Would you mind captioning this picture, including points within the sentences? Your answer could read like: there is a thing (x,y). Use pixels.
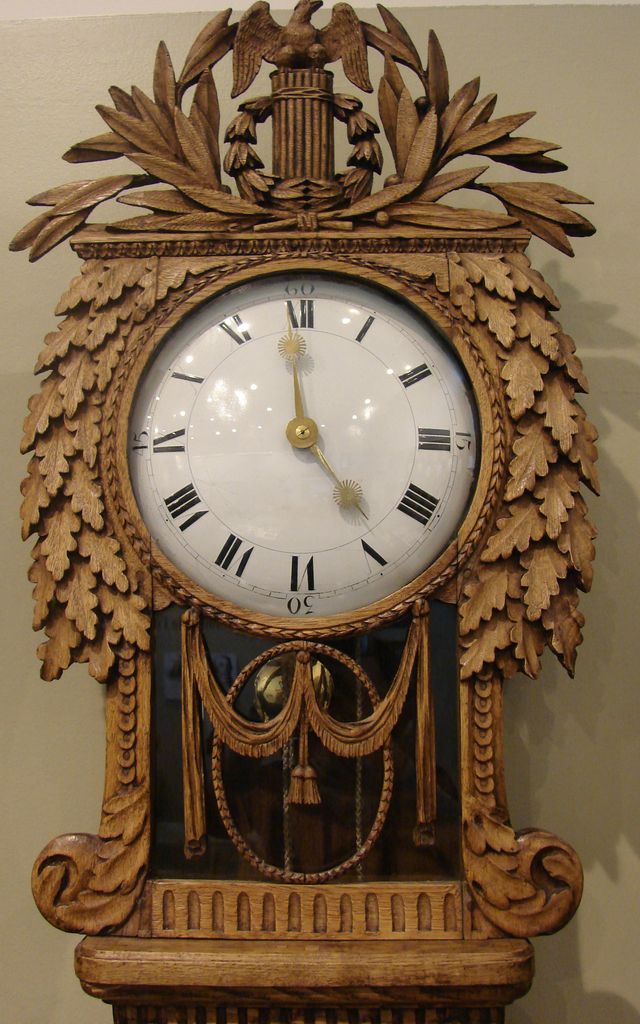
In this image we can see the pendulum clock (231,325) attached to the wall (99,798).
